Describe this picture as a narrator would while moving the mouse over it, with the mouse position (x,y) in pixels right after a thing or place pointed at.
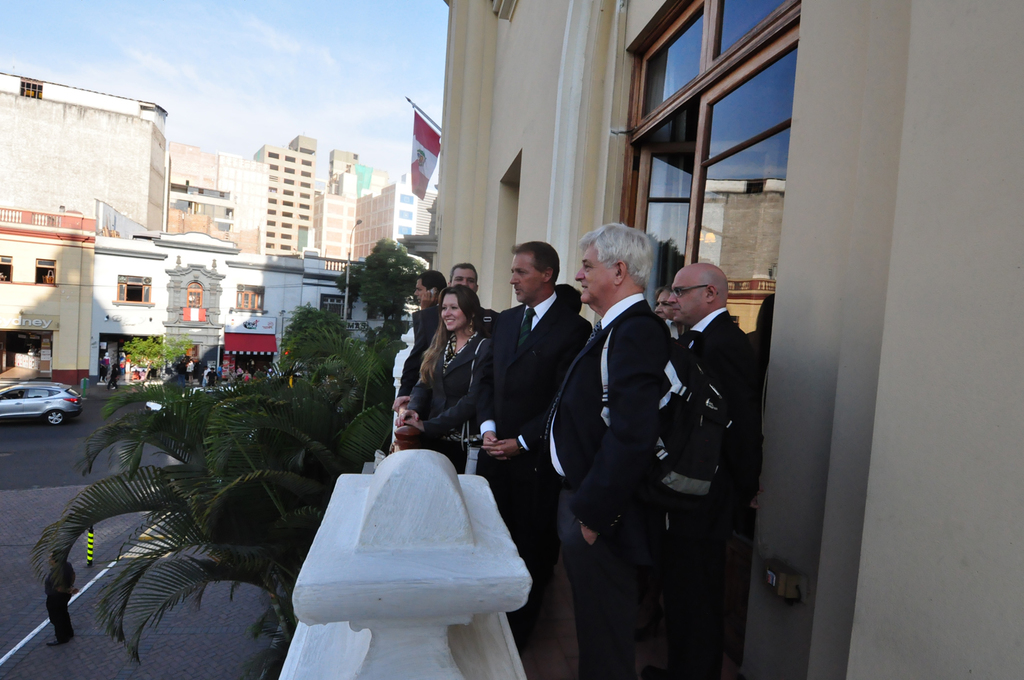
There are few persons (502,508). Here we can see plants (277,500), poles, boards (354,325), flag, and buildings (498,284). There is a car (2,391) on the road (104,403). In the background (153,26) we can see sky (219,21).
